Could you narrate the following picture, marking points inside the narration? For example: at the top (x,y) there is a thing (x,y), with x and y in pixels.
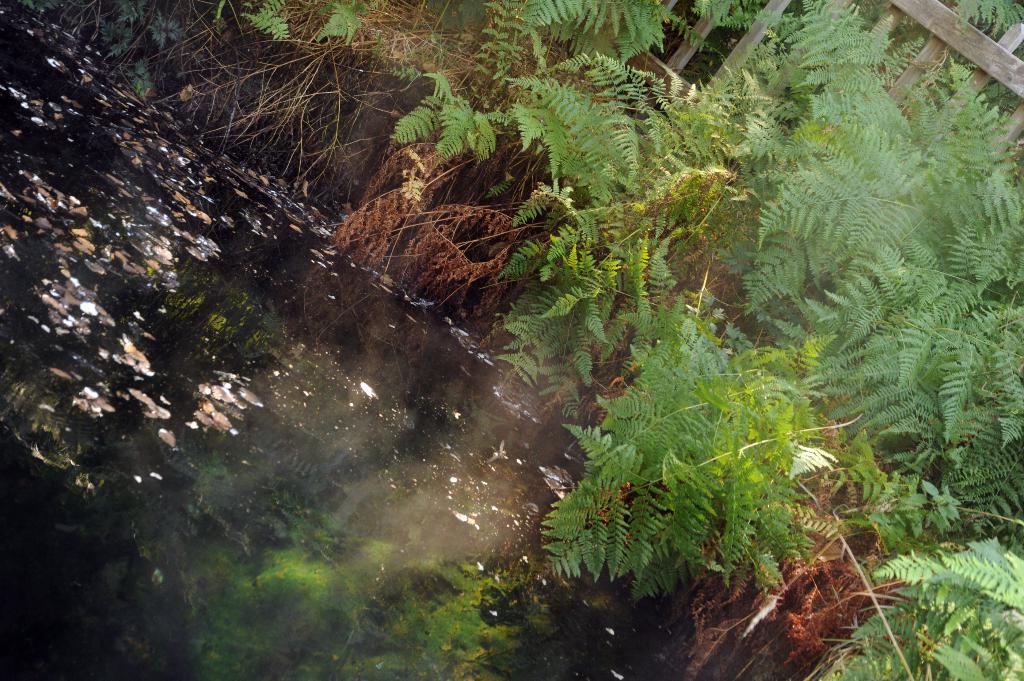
In the picture we can see a water (461,523) in it, we can see some dried leaves (98,258) and dust (526,521) in it and just beside it we can see some plants (437,209) and a wooden railing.
